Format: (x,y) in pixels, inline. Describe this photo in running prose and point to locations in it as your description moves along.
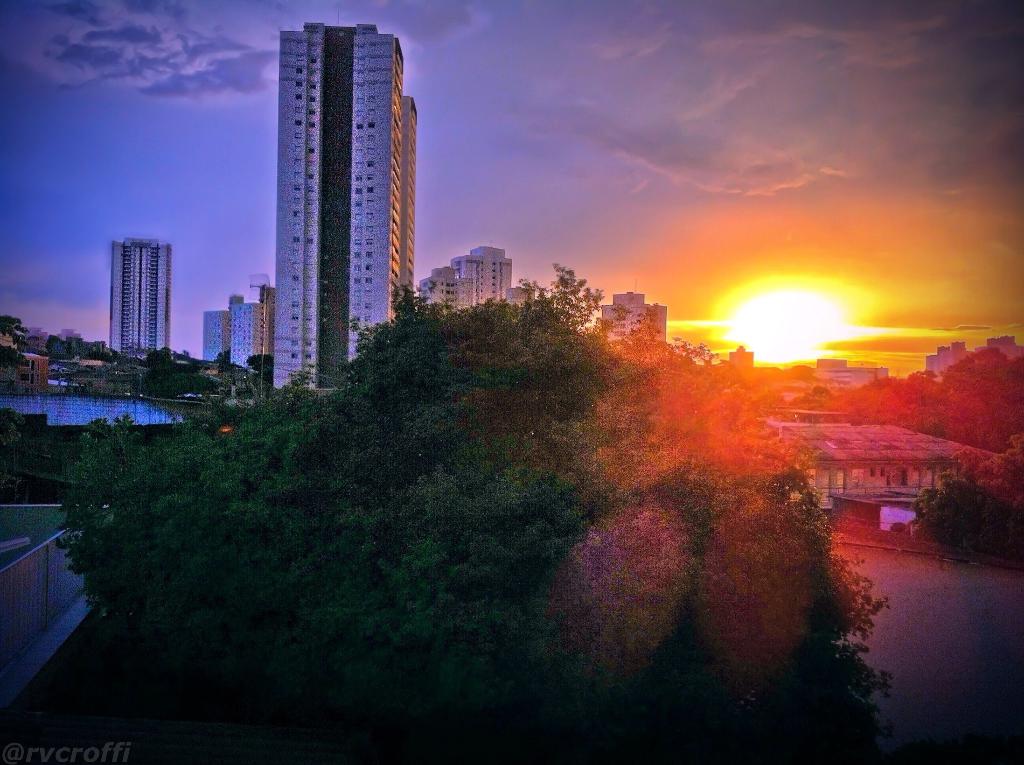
In this image there are trees (453,393), buildings (327,241) and a lake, in the background of the image (719,165) there are clouds (549,166) and sun (822,330) in the sky (747,227).
